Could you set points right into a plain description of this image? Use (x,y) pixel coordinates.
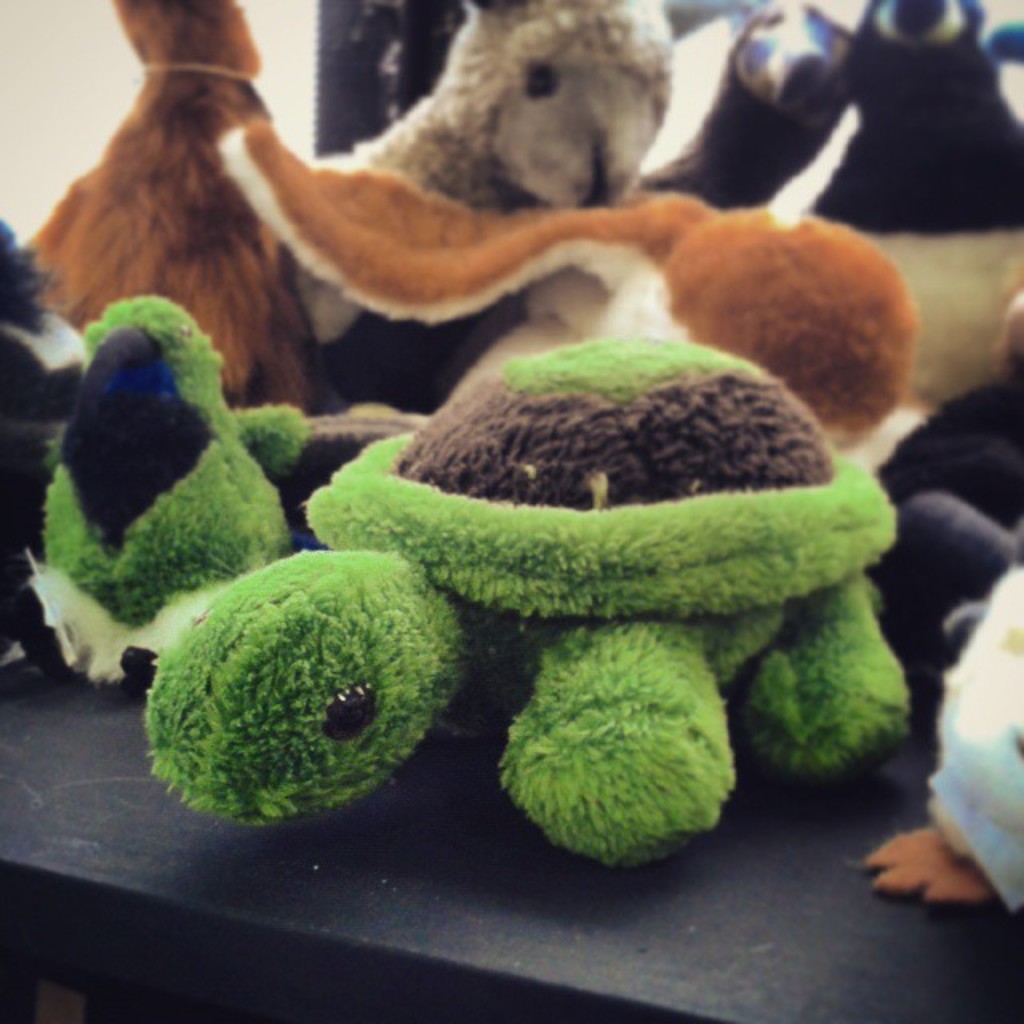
In this image I see number of soft toys (516,353) which are colorful and I see the black color surface (378,819).
